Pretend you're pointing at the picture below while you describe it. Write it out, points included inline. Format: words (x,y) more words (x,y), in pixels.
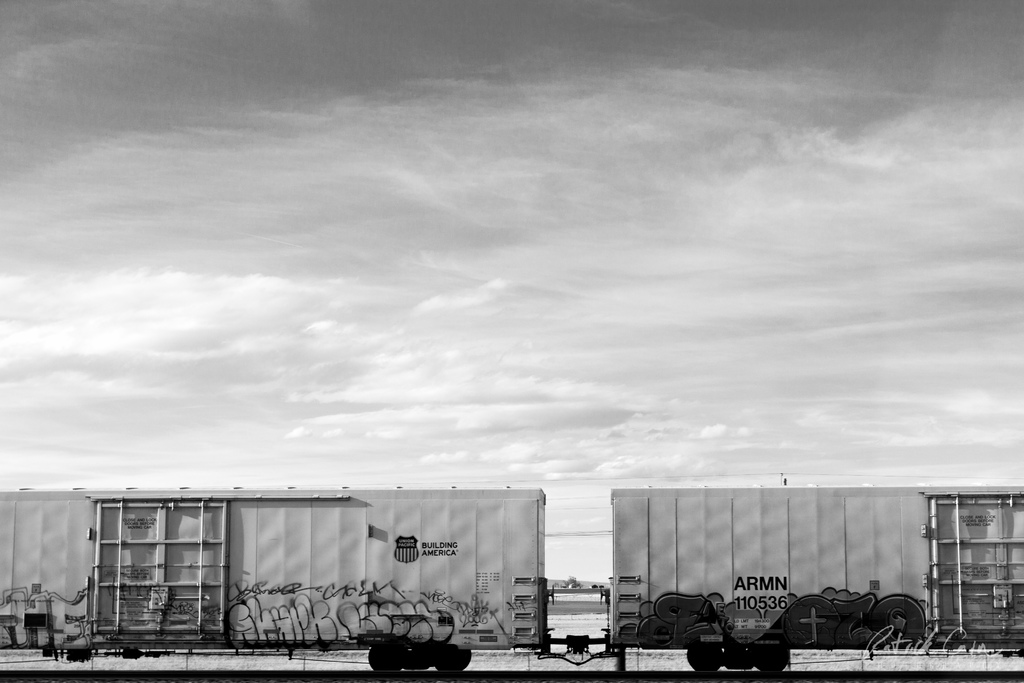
This picture is in black and white. At the bottom (424,625), there is a train (304,615) on the track (604,682). On the train (446,560) there are some pictures (286,601) and text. In the background (604,277) there is a sky (518,240) with clouds (485,322).
